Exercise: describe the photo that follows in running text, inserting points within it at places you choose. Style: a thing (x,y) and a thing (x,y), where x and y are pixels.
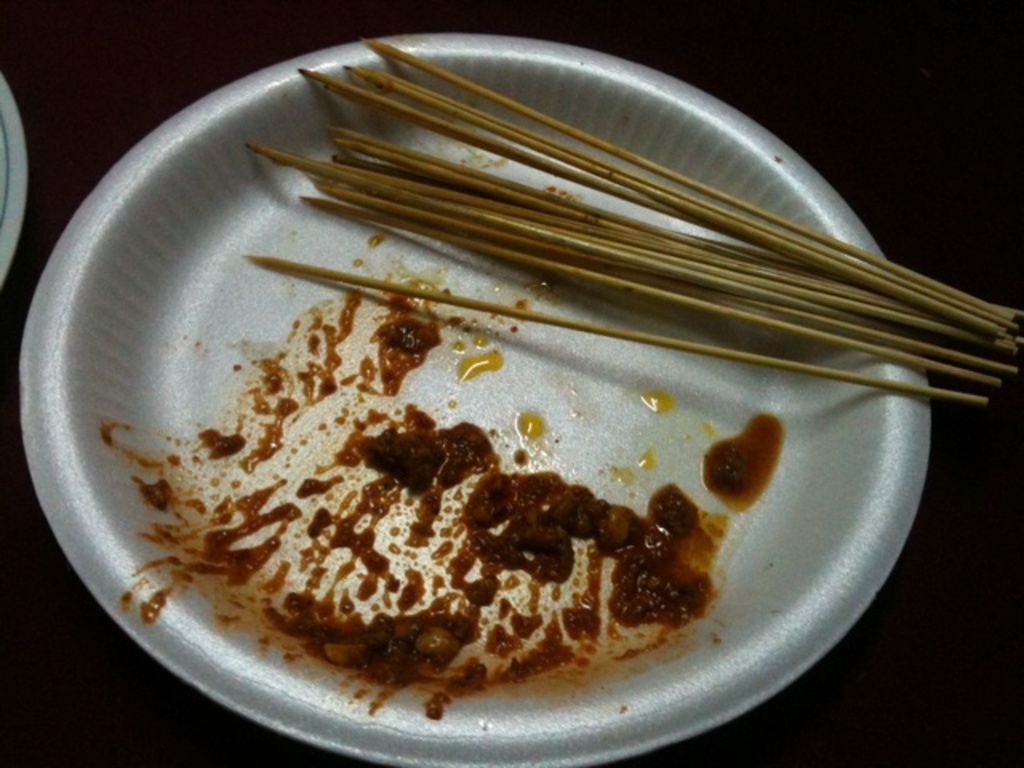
In this image there is some amount of food (231,545) on the plate (516,414) in the foreground (535,305). There is an object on the left corner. And the background (991,627) is dark.
